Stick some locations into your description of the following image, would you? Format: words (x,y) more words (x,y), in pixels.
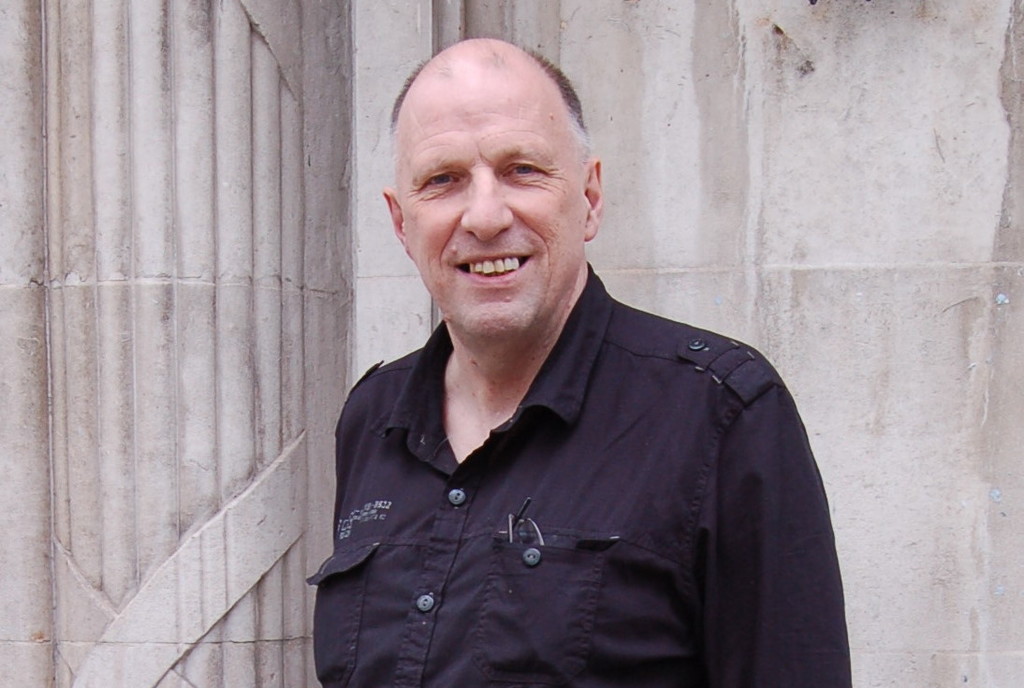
In this image I can see the person (452,363) wearing the black color dress (564,444). In the back (618,44) I can see the wall (673,145). And the person (493,322) is smiling.
